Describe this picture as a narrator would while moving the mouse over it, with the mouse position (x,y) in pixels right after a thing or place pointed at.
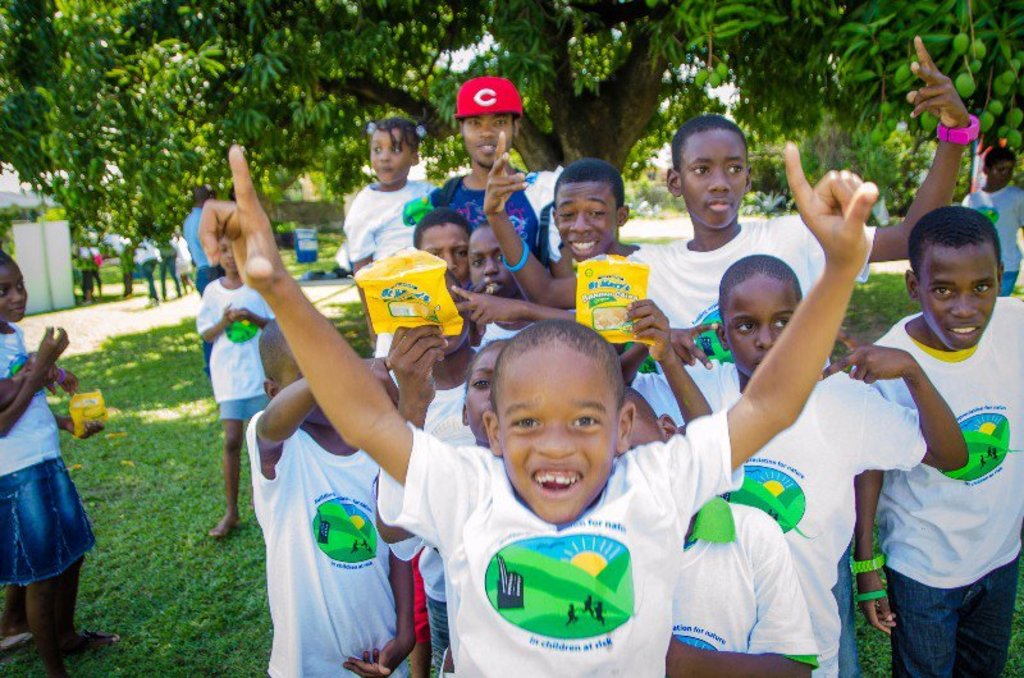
In this image in the center (457,368) there are group of persons (487,335) standing. In the front (587,432) there is a boy (571,521) standing and cheering. In the background (380,110) there are trees (314,112), there is grass (156,427) on the ground (176,395) and there are persons (187,246) and there is an object (297,244) which is blue in colour.
